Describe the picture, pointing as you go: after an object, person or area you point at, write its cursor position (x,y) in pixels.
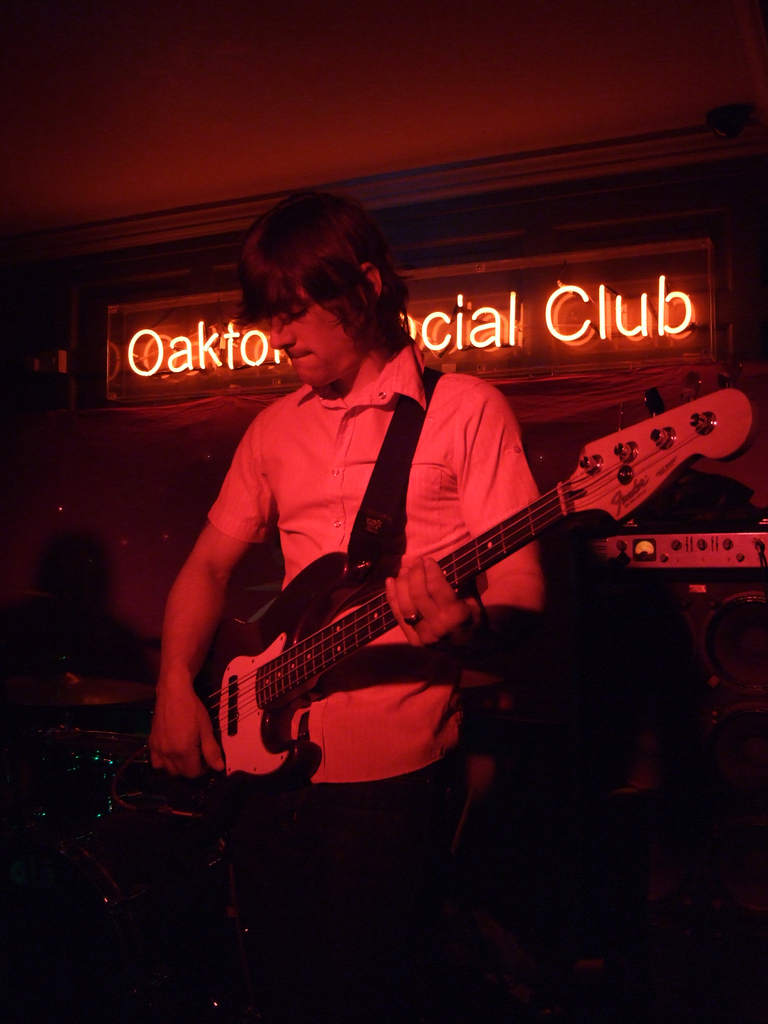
We can see a man (331,295) playing a guitar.
